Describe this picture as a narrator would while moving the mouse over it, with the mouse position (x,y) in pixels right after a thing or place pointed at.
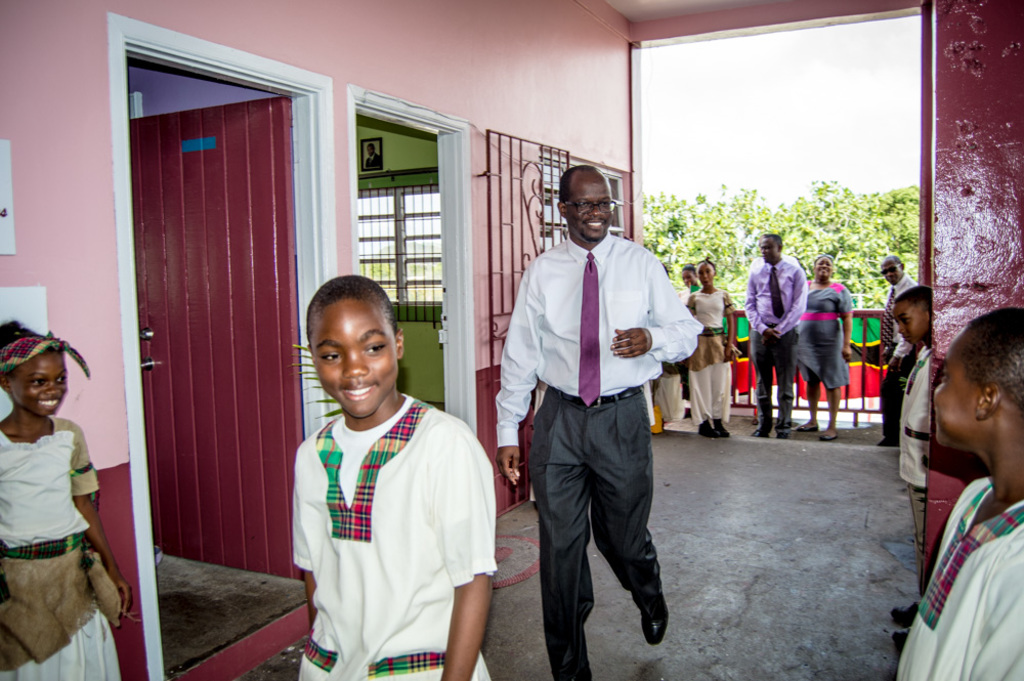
In the center of the image (525,333) we can see persons (399,469) walking on the floor (610,627). On the right side of the image (910,425) we can see person (903,413) standing. On the left side of the image (165,208) we can see doors (293,207), windows (379,230), and person (13,334). In the background (903,353) we can see persons (891,332), fencing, trees (724,236) and sky (779,87).
